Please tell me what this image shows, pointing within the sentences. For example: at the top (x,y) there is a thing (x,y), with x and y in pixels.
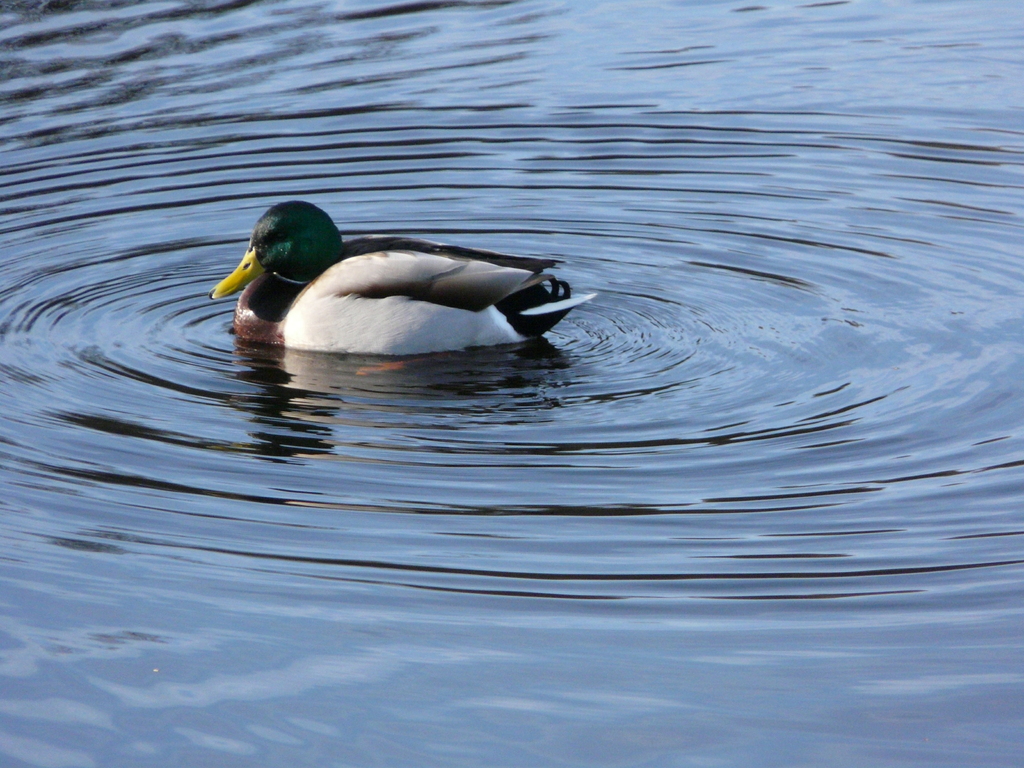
In this image we can see a duck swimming in the water (585,205).
